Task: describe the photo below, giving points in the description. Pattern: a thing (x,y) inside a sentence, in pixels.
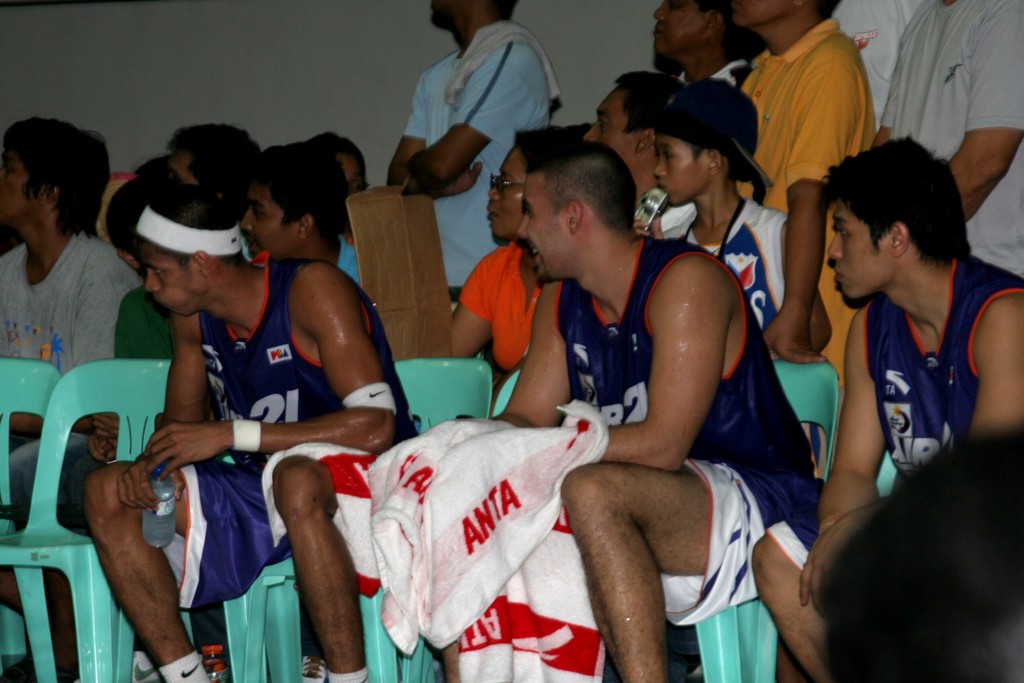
In this image I can see few people (826,74) standing and few people (729,445) are sitting on the chairs (79,401). They are wearing different color dress (813,69) and they are holding towel (547,487) and bottle (163,507). I can see a green color chairs (65,404) and white wall (252,104).
